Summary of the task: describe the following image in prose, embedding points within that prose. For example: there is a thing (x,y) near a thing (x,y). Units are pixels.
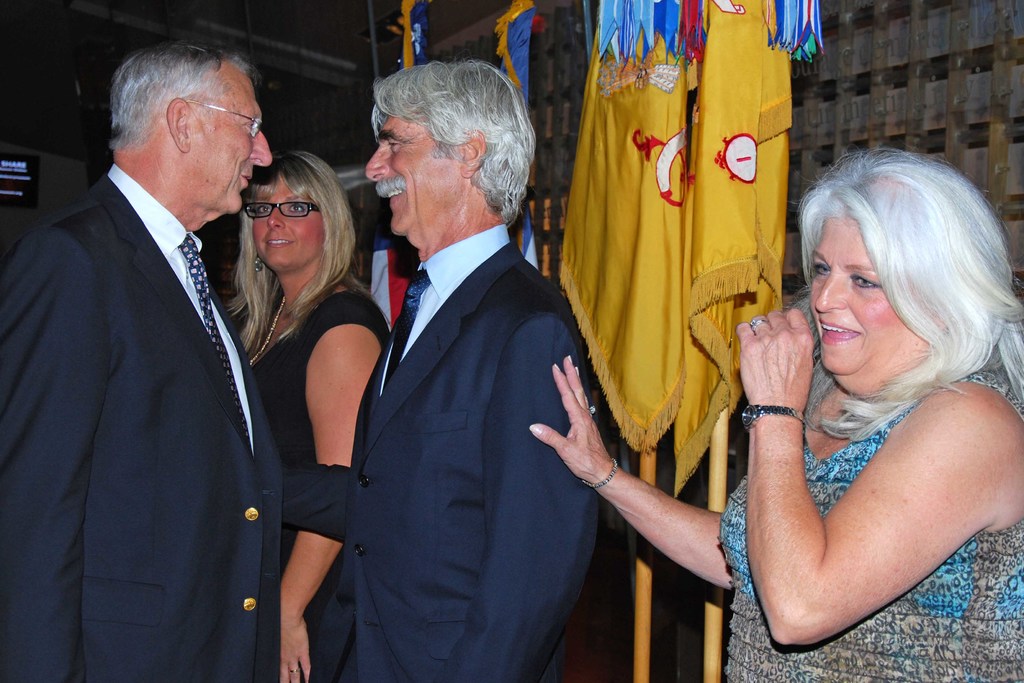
In this picture I can see few people (260,118) standing and we see couple of men (73,231) talking to each other and we see few flags (690,179) on the back (615,209) and I can see a woman (756,405) holding a man (498,264) with the hand (567,440) and I can see couple of them wore spectacles (292,207).
